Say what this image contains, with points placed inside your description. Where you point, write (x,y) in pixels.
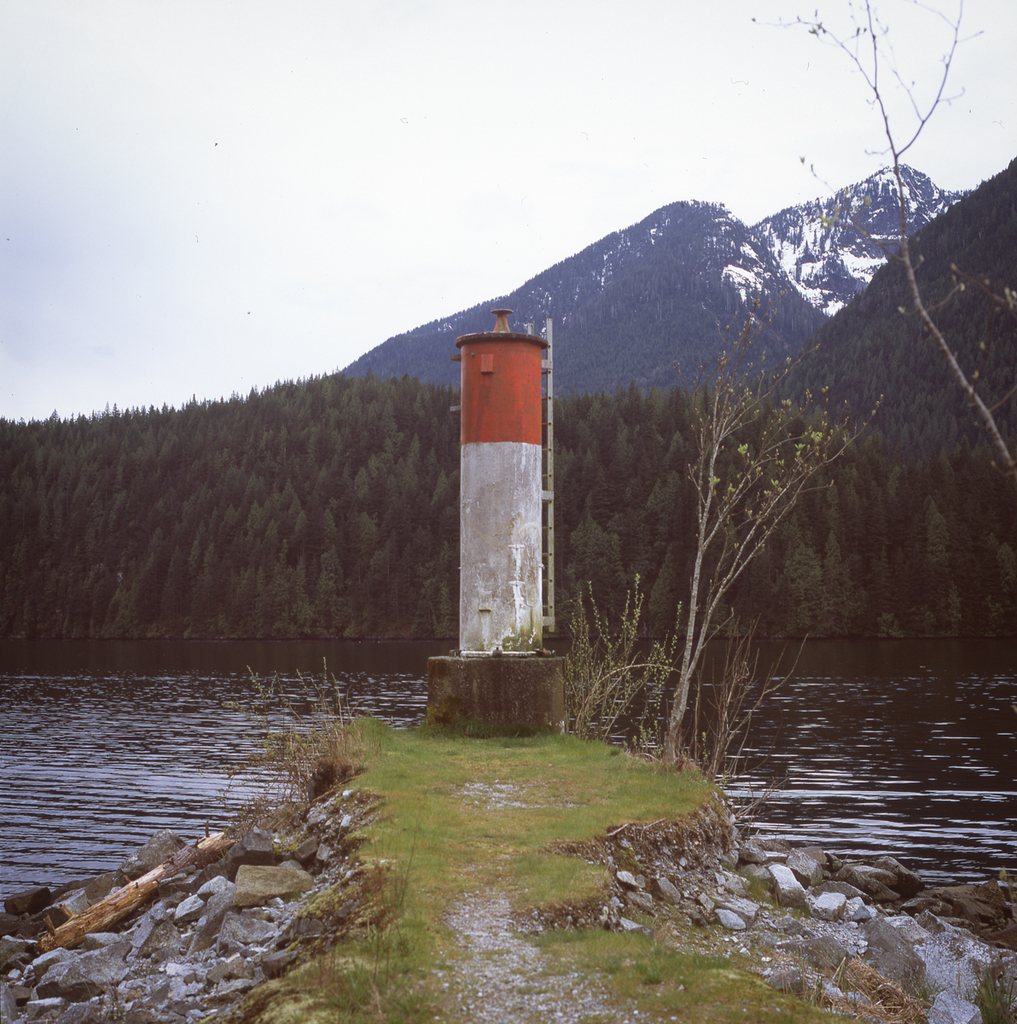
In this picture we can see few rocks (182,876), water (100,757) and a tower (522,532), in the background (329,539) we can find few trees (328,466) and hills (660,310).
